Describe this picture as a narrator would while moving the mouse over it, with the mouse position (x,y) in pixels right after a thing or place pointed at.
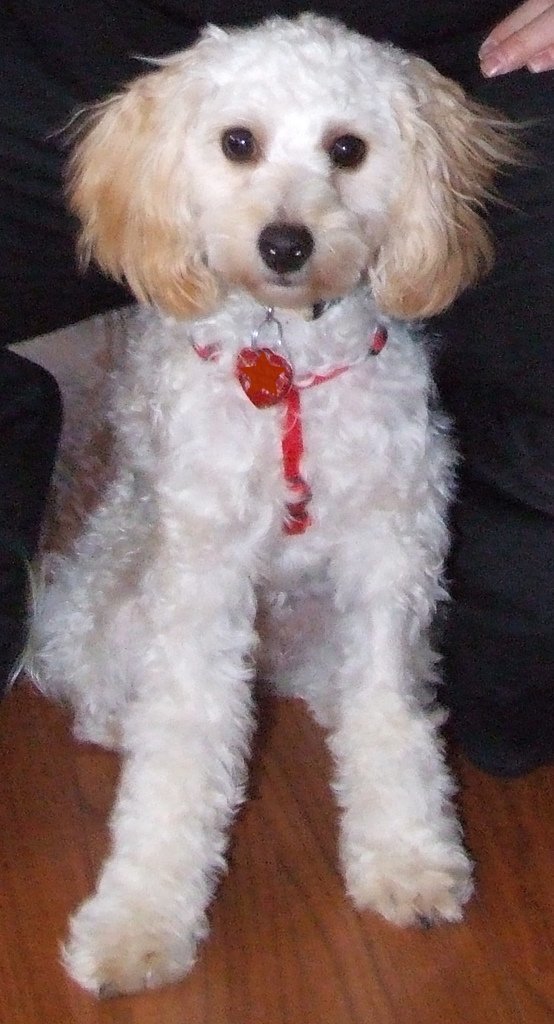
In this picture we can see a dog (310,685) and a person (521,93) in the background (521,93).
